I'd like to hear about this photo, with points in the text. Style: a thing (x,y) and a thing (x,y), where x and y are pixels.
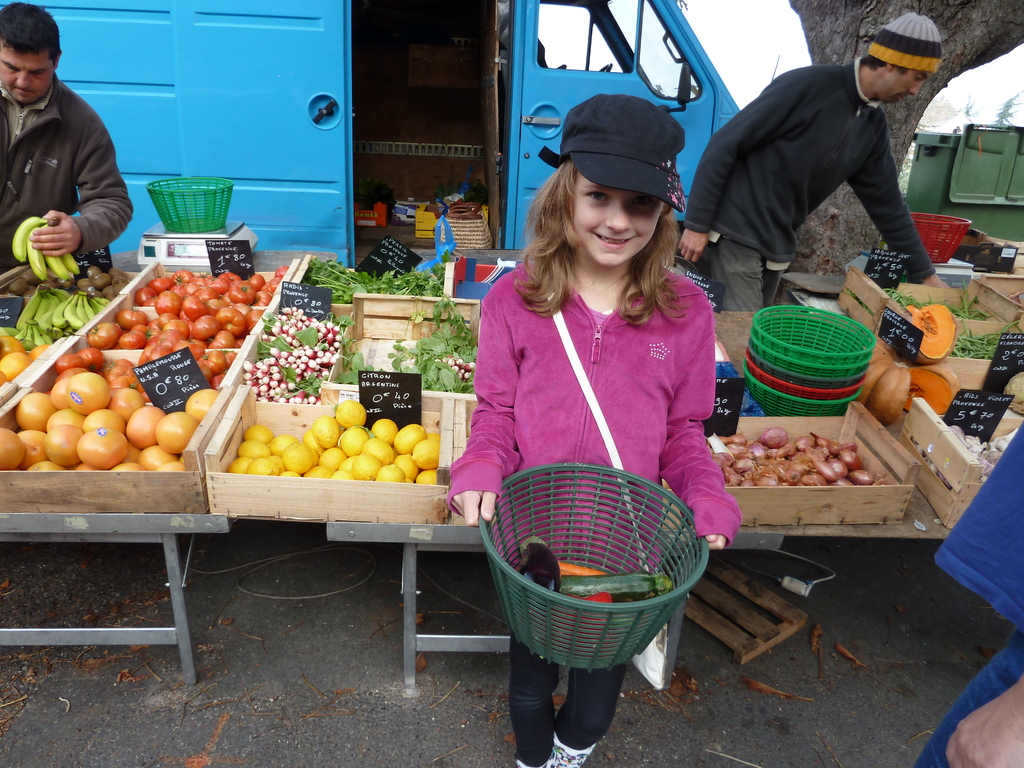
In this image I can see a girl (521,398) is holding the basket (666,551) in her hand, she wore purple color sweater (625,394) and black color cap (632,150). Behind her there are vegetables (96,358) and fruits (136,408) in the wooden boxes (432,401) and there are sellers (25,159), at the back side (489,185) there is a vehicle (256,115) in blue color.
